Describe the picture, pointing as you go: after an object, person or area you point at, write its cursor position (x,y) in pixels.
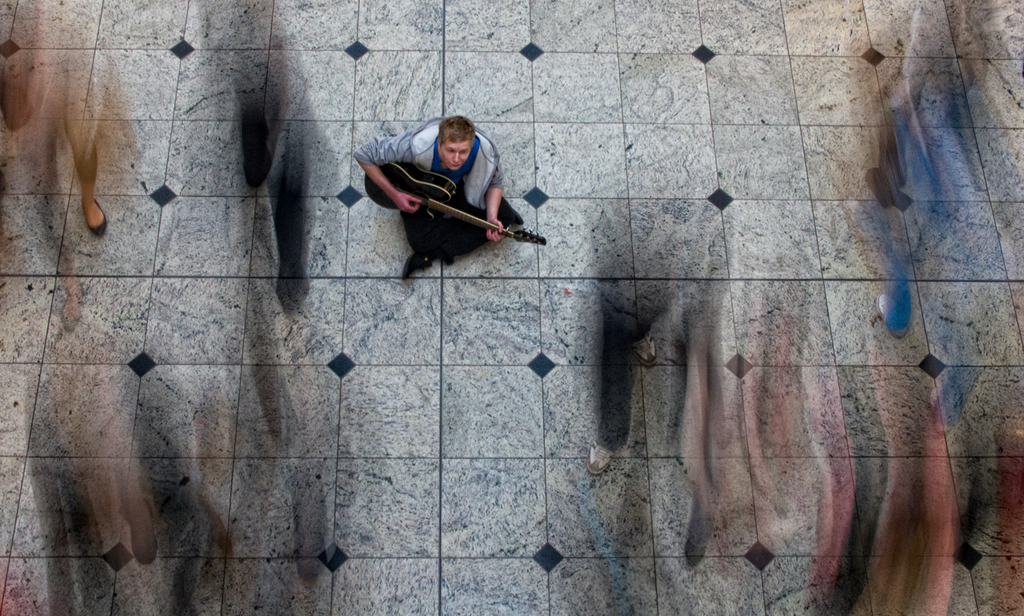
In this image there is a man (446,174) sitting on the floor (350,178), he is playing a musical instrument (483,225), there are persons (298,261) walking on the floor (239,308), the persons (949,396) are blurred.
